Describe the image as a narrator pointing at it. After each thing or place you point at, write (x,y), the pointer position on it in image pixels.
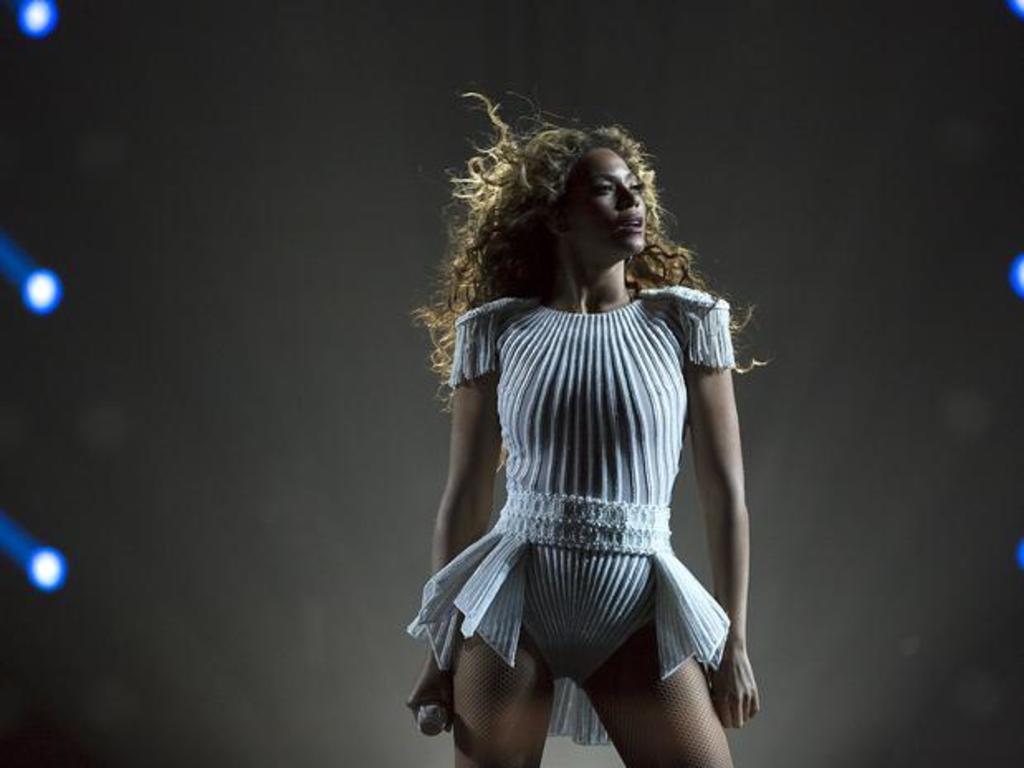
In this image we can see a woman (657,383) wearing dress (667,649) holding microphone (431,716) in her hand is standing. In the background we can see some lights (43,581).
